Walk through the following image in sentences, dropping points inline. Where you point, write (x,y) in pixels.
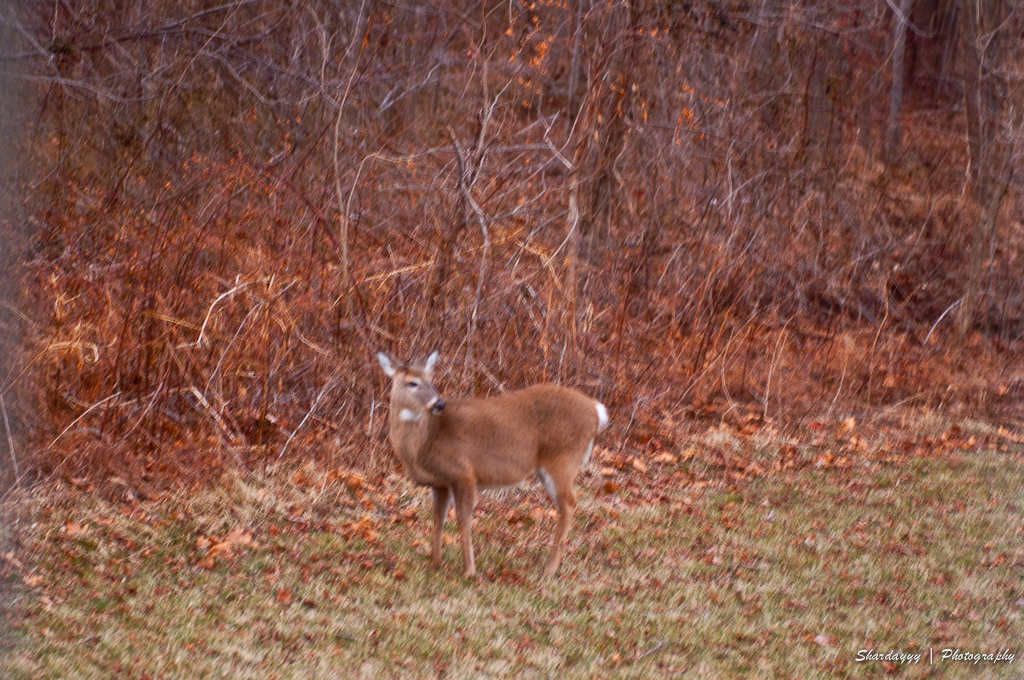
In this image there is a deer (519,446) standing on the ground (515,531). There are dried leaves (742,485) and grass (699,576) on the ground (661,566). Behind it there are dried trees (494,154). In the bottom right (892,660) there is text (954,659) on the image.
